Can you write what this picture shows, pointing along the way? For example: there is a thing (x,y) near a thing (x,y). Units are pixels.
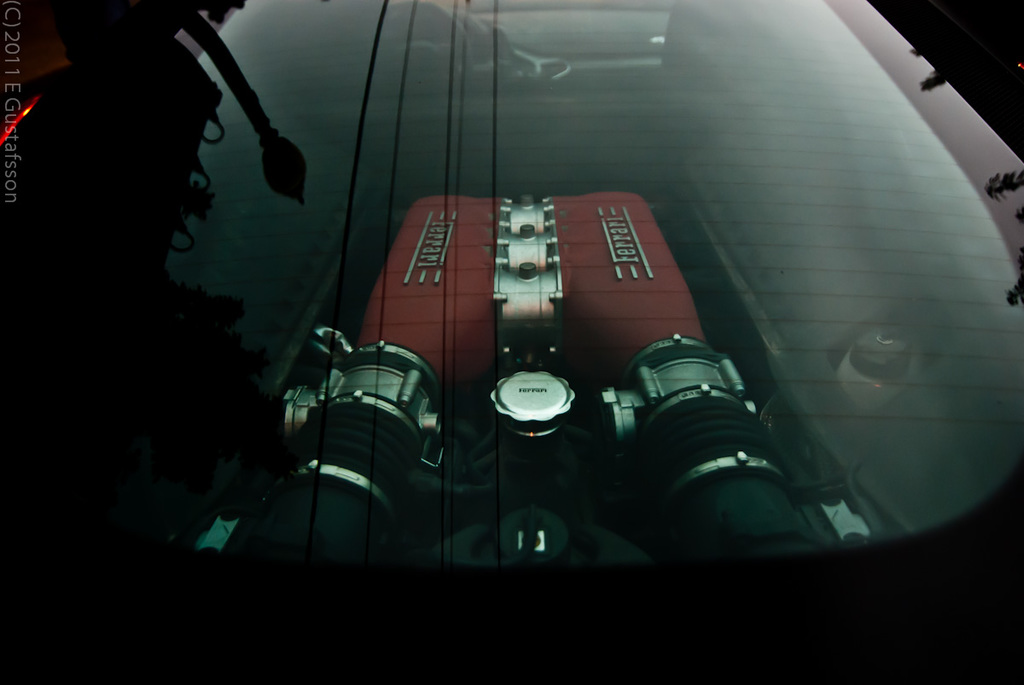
In this picture we can see a glass (786,488). In this glass (492,439) we can see a machine (458,369). A watermark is visible on the left side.
